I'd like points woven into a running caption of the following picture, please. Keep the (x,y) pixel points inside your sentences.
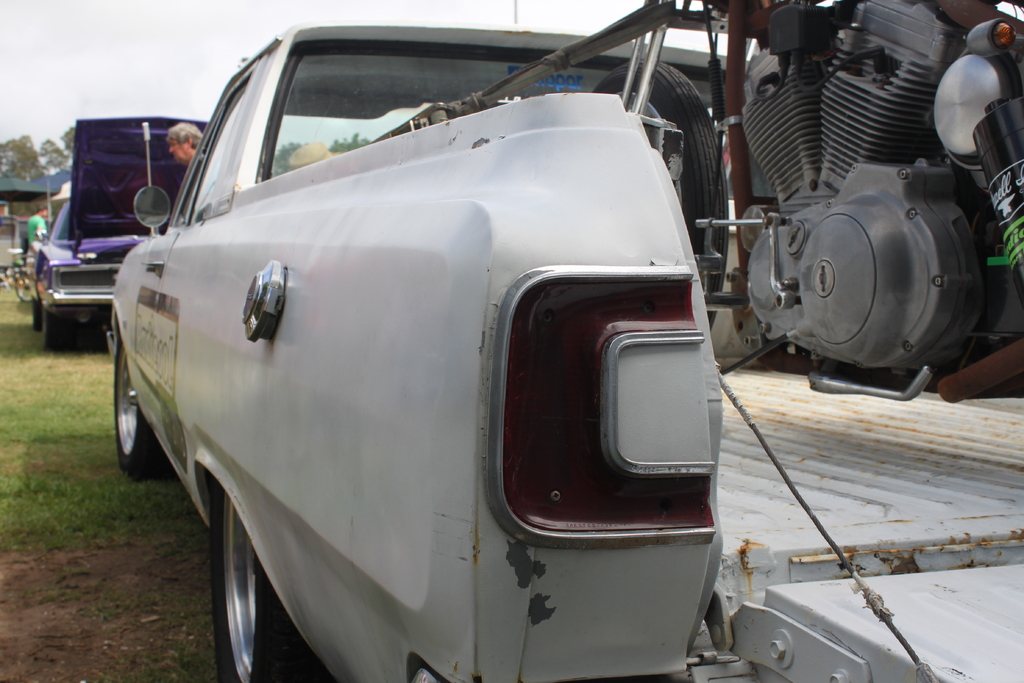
In the foreground of this picture (625,307), there is a bike (810,208) in a truck (199,329). In the background (101,193), there is a purple car (129,166), a man (179,143), trees (35,155), tents (39,186), bicycle (20,297), grass (34,350), and the sky (93,67).
